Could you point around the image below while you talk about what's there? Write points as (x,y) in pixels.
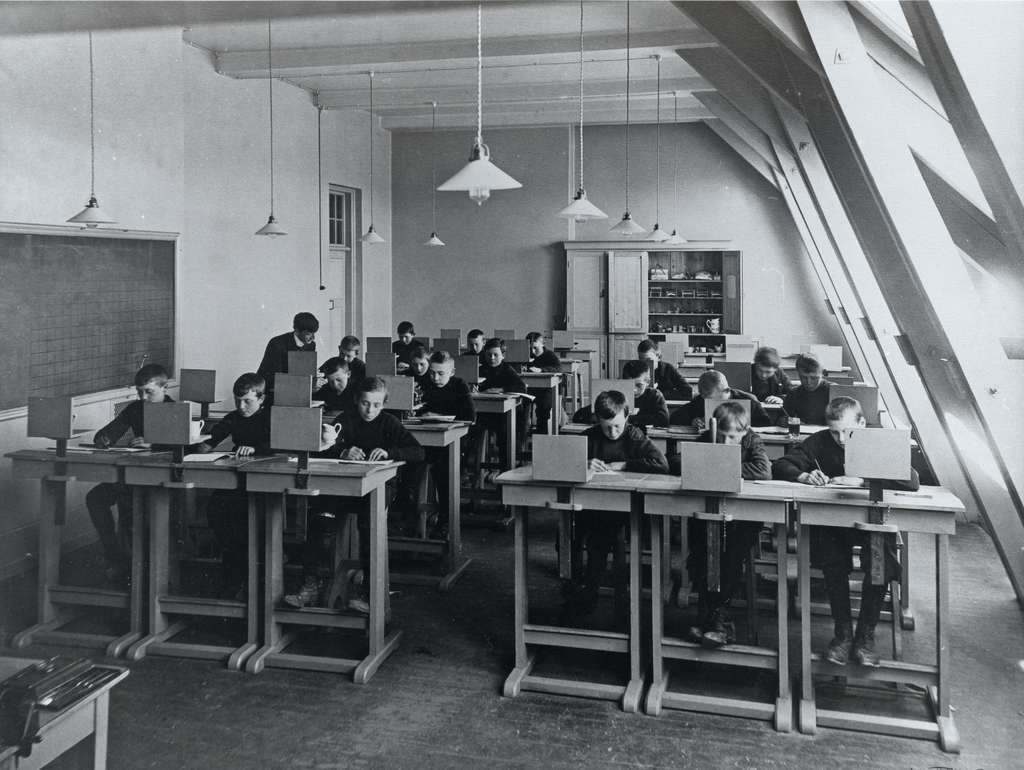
In this image there are group of persons (92,489) sitting on the table (575,402) and doing some work. At the background of the image (708,296) there is a cupboard (636,281), lamps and wall (659,186).
